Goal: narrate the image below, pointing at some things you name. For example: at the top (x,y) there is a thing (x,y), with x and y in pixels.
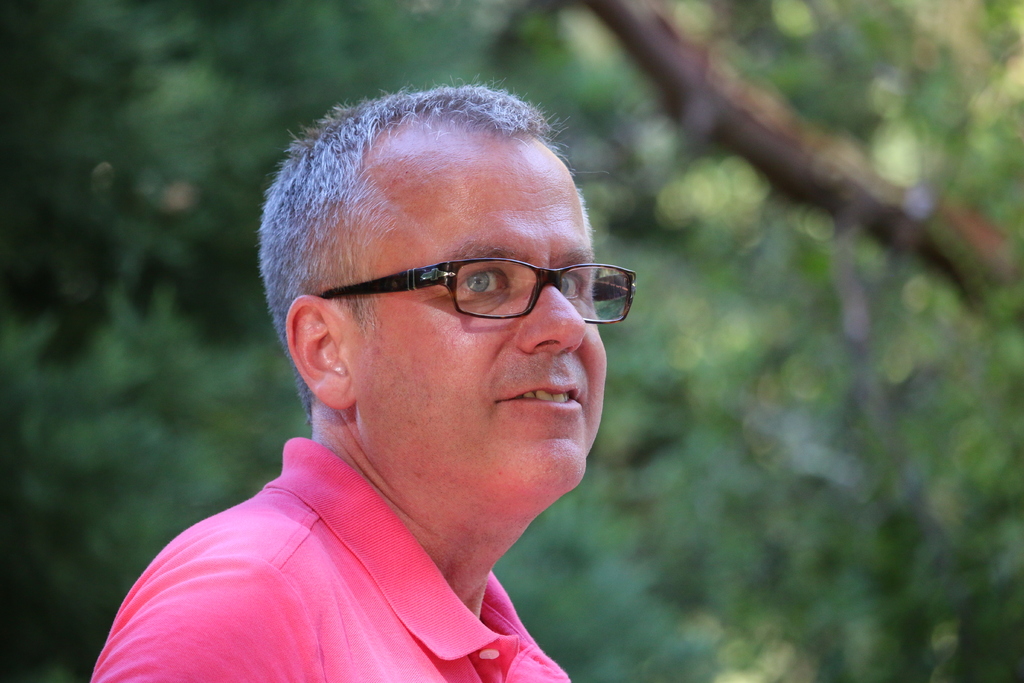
In this image I can see a person (457,466) wearing pink t shirt (306,569) and black spectacles (431,277). In the background (854,253) I can see few trees (719,311).
